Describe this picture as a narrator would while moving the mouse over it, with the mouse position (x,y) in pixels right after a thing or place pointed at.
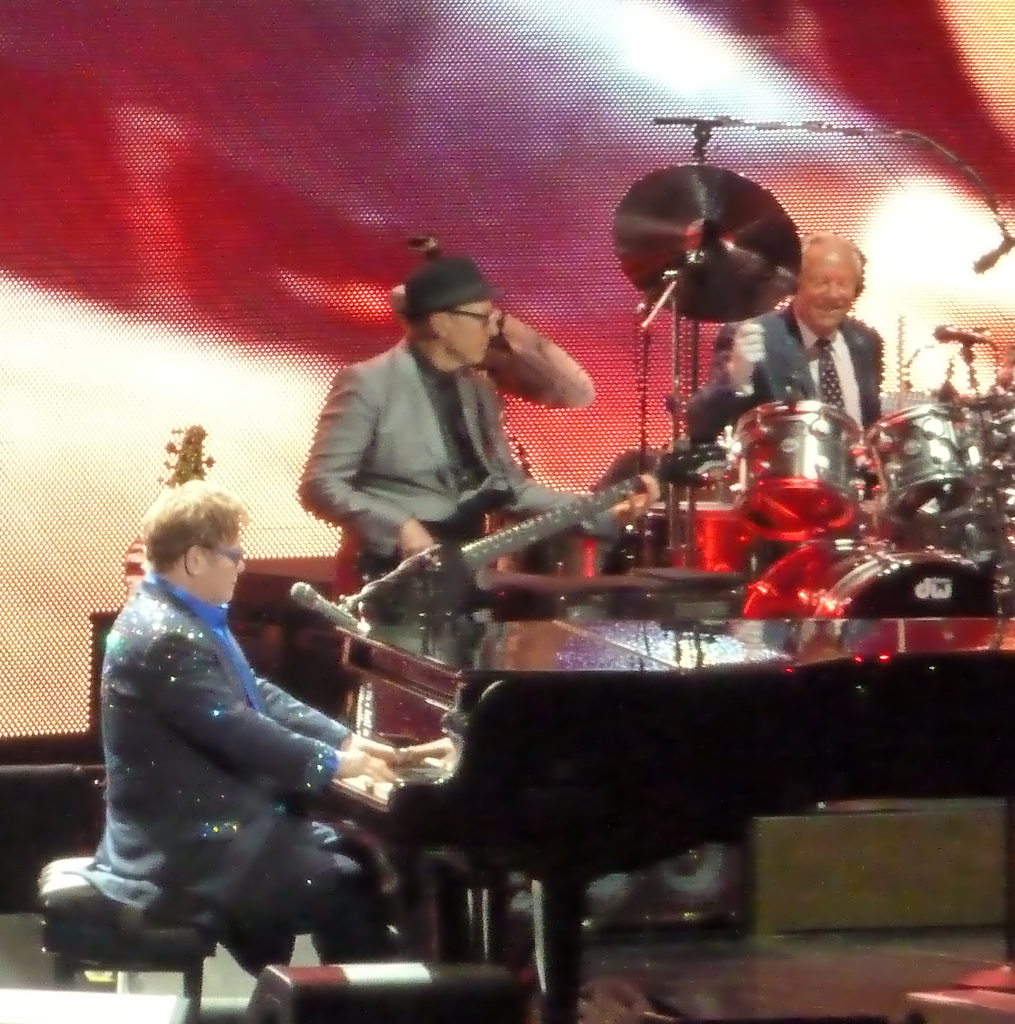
In this image we can see people (278,817) playing musical instruments (637,714). In the background (391,260) there is a screen (319,295) and we can see mics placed on the stands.
